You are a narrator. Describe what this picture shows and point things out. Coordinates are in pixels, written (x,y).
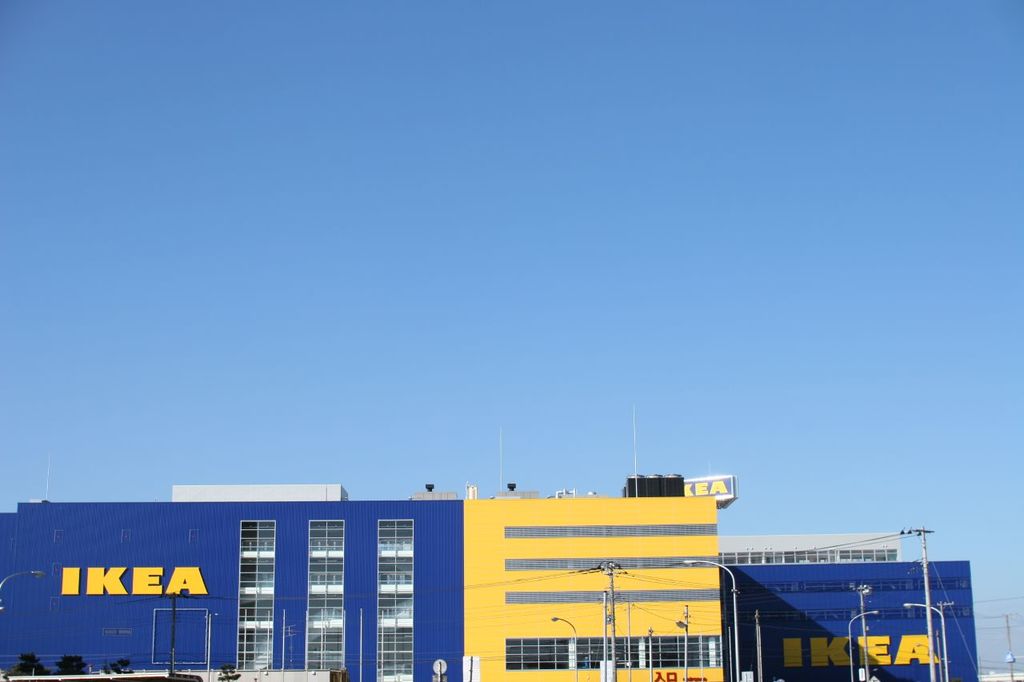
In this image in front (336,588) there is a building (361,592). In front of the building (113,646) there are trees (74,667), sign boards (437,680), current poles (612,621), street lights (860,612). In the background of the image (981,616) there is sky (453,246).
